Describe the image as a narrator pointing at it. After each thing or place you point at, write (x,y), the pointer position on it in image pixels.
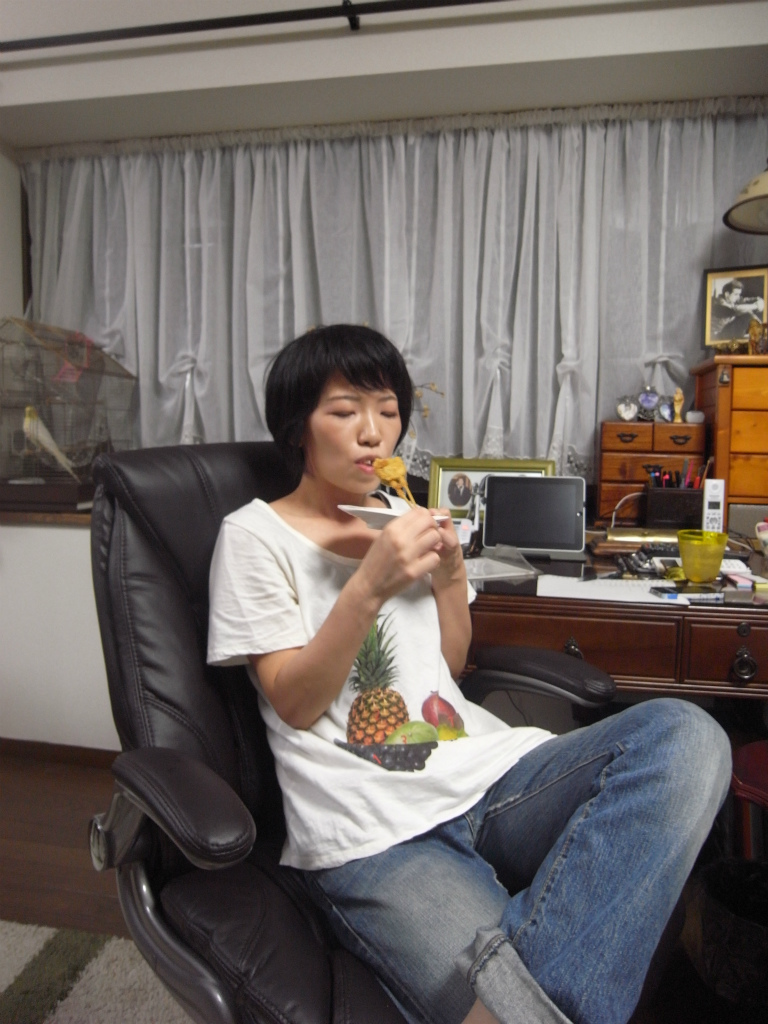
In this picture there is a woman (443,723) sitting on the chair (491,680) and holding a plate (394,513) in her hand (405,542). There is a cup (700,572), paper (645,579), box (697,504), pens (661,483), remote (713,493), frame (716,330), lamp (762,208) and few other objects (734,560). There is a white curtain (352,270) and a white bird (47,434) in a cage (48,426) at the background (29,420). There is a stand (367,13).
